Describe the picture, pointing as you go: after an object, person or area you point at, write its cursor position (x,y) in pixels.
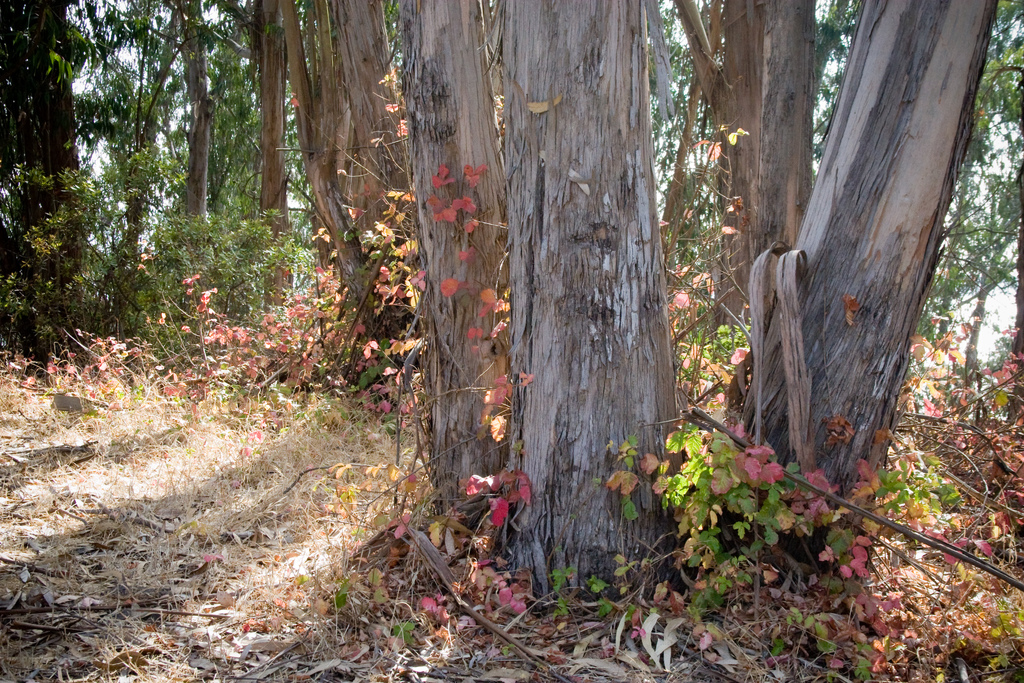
Here in this picture we can see trees (458,436) and plants (317,312) present all over there on the ground (320,416).
